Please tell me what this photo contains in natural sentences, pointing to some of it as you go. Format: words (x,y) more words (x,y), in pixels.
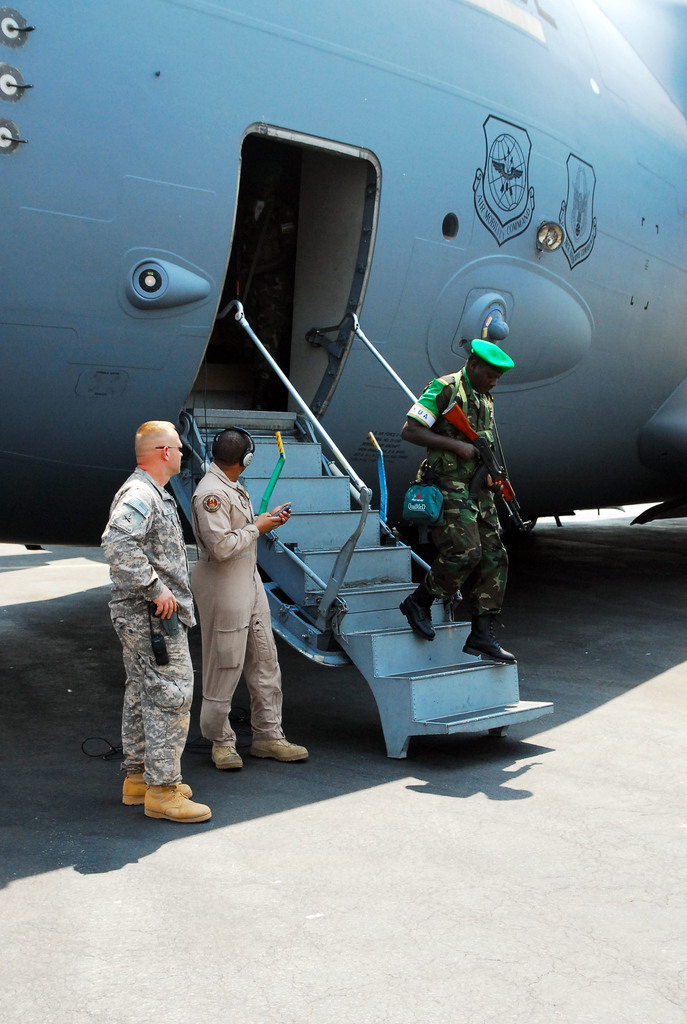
In this picture there is a soldier (492,606), by holding a gun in his hand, on the stairs (288,448) of an aircraft (393,339) and there are two people (145,585) on the left side of the image (126,660).
